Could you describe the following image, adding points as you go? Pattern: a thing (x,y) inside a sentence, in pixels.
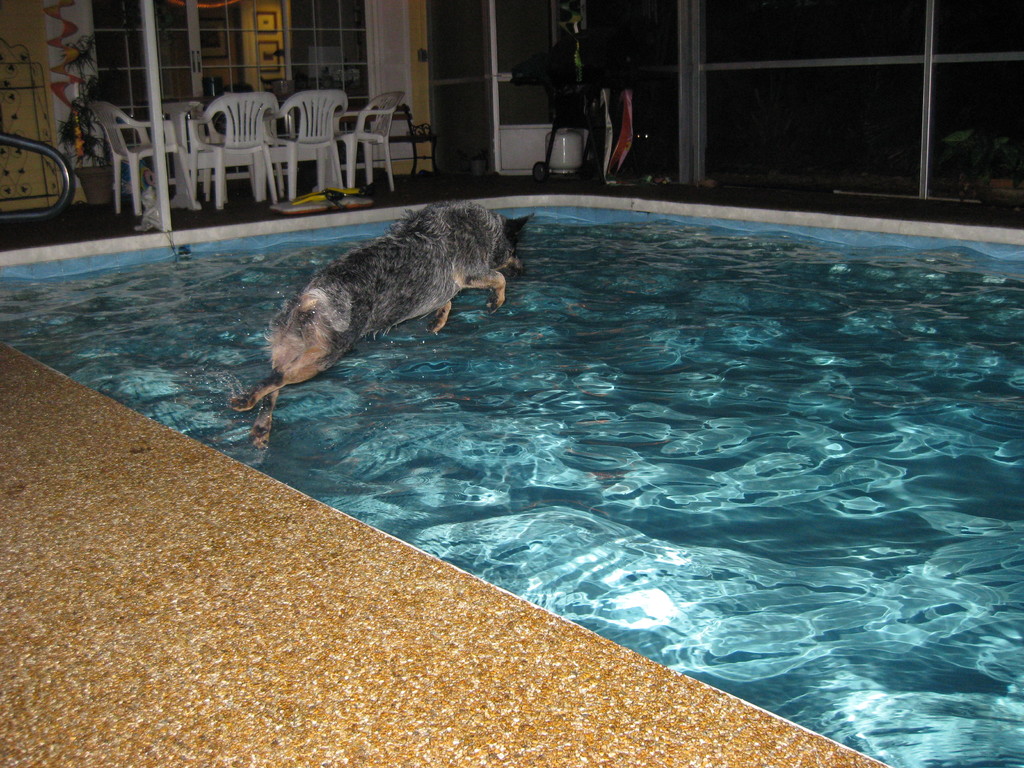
In the foreground of the picture (594,323) there is a swimming pool (650,350). A dog (367,288) is jumping into the pool (767,500). In the background (258,125) there are chairs (249,95), windows (107,92), door (523,137), plant (104,174), glass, windows (659,68) and many other objects (551,160).
